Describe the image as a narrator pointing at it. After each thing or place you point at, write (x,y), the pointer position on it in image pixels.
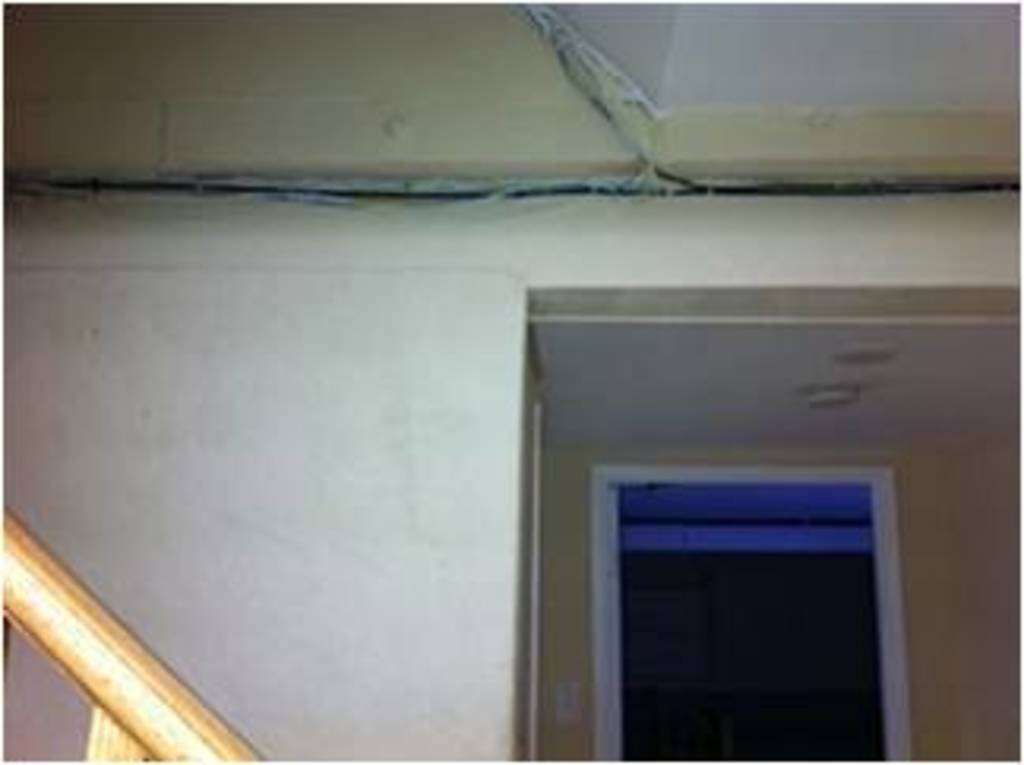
In the image we can see there is a inner view of a building's room (325,572). There is a wooden pole (35,554) and there is a door (887,557). There is a roof (586,394) and the wall (449,465) is in white colour.
